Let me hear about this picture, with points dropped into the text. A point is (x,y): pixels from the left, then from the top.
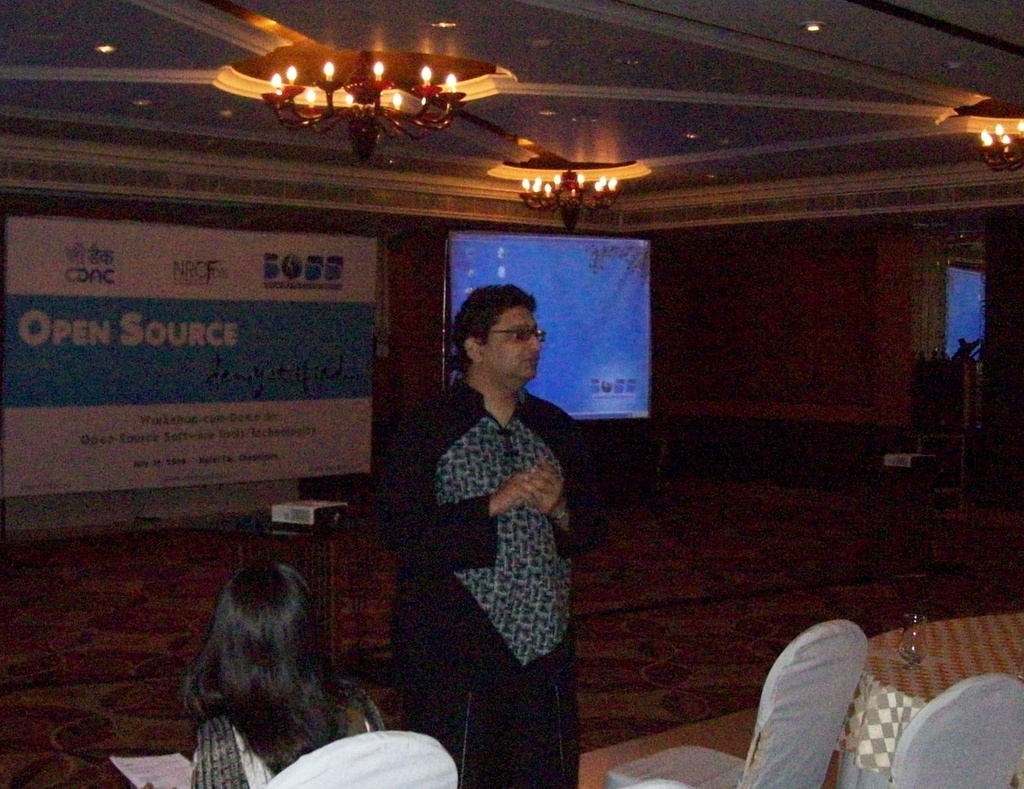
In this picture there is a man (510,326) in the center of the image (578,444) and there is a lady (311,696) who is sitting on the chair (407,781) at the bottom side of the image (305,681), there is a table (890,662) and chairs (766,700) at the bottom side of the image (1000,628) and there is a poster (297,348) and a projector screen (616,366) in the background area of the image (10,396).
